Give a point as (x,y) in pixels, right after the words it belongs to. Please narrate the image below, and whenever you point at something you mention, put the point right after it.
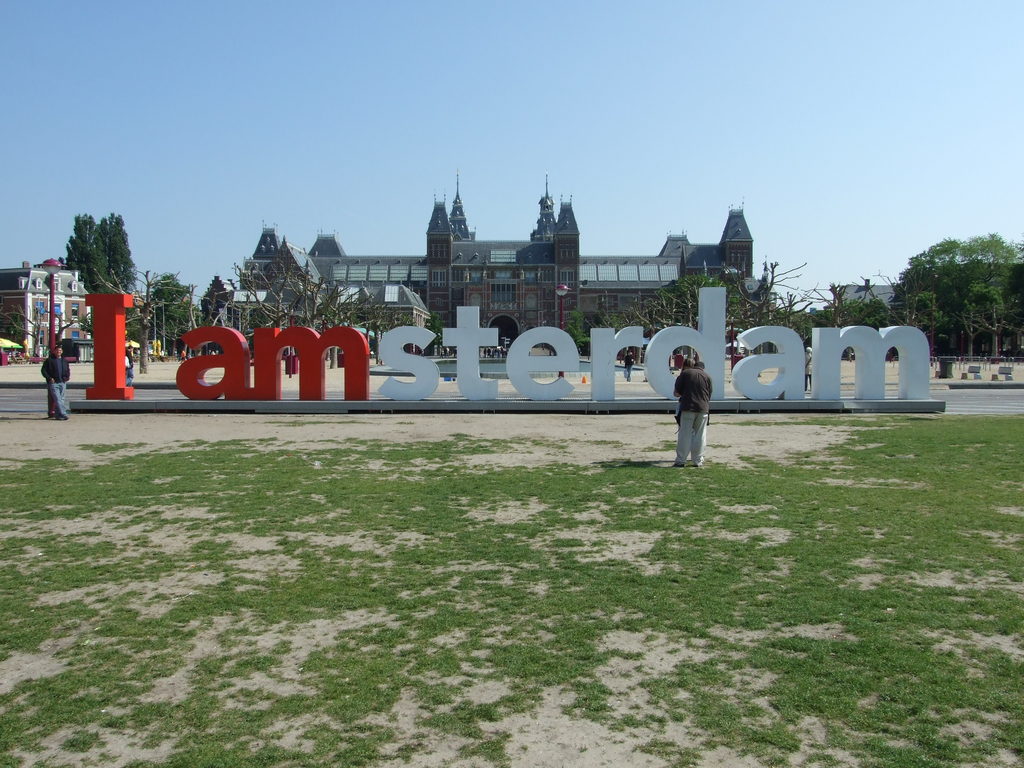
In this picture I can see the grass (592,516) in front (700,567) and I can see few boards (104,337) of alphabets (914,373) and I see 2 persons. In the background (149,281) I can see the trees (958,258), buildings (484,246) and the clear sky (535,110).
